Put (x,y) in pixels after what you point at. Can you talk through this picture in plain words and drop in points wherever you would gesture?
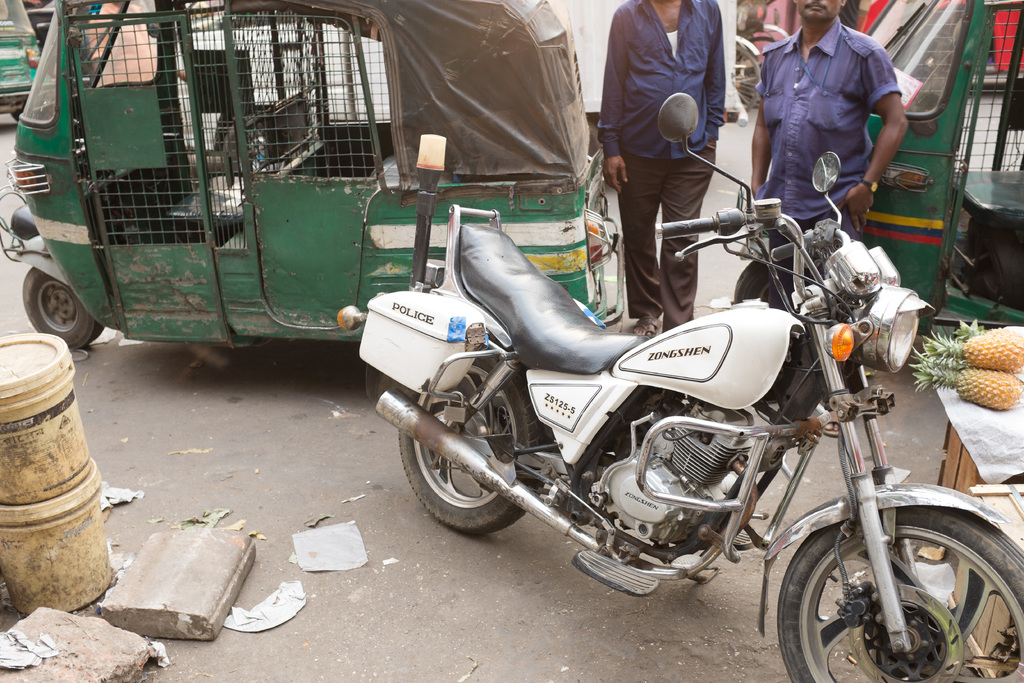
In this picture we can see there are auto rickshaws (237,42), motorbike (676,142), bicycles (751,87) and people (710,73) on the road (938,406). On the left side of the image (24,389), there are stones (56,631) and two plastic buckets (37,526). On the right side of the image (996,354), there are pineapples (983,368) on an object (958,448).
